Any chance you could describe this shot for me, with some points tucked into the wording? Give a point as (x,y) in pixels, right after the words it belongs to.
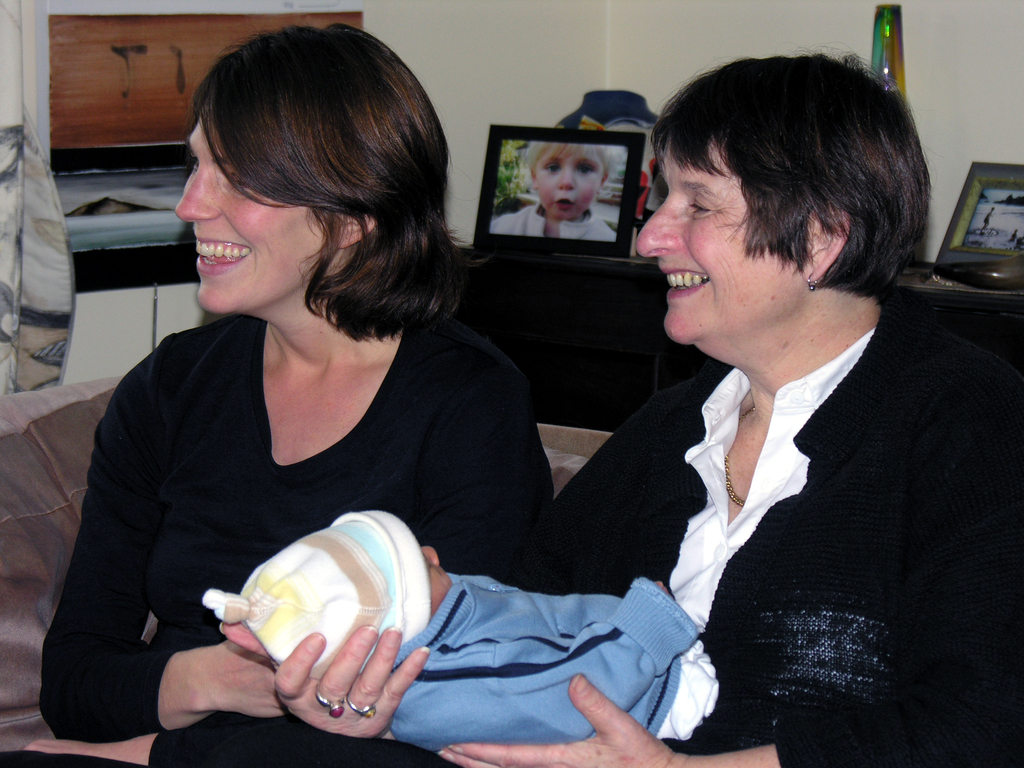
In this image I can see two people (743,561) are smiling and one of them is holding the baby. I can see few objects (608,119), frames (606,135) and the wall (568,28).
